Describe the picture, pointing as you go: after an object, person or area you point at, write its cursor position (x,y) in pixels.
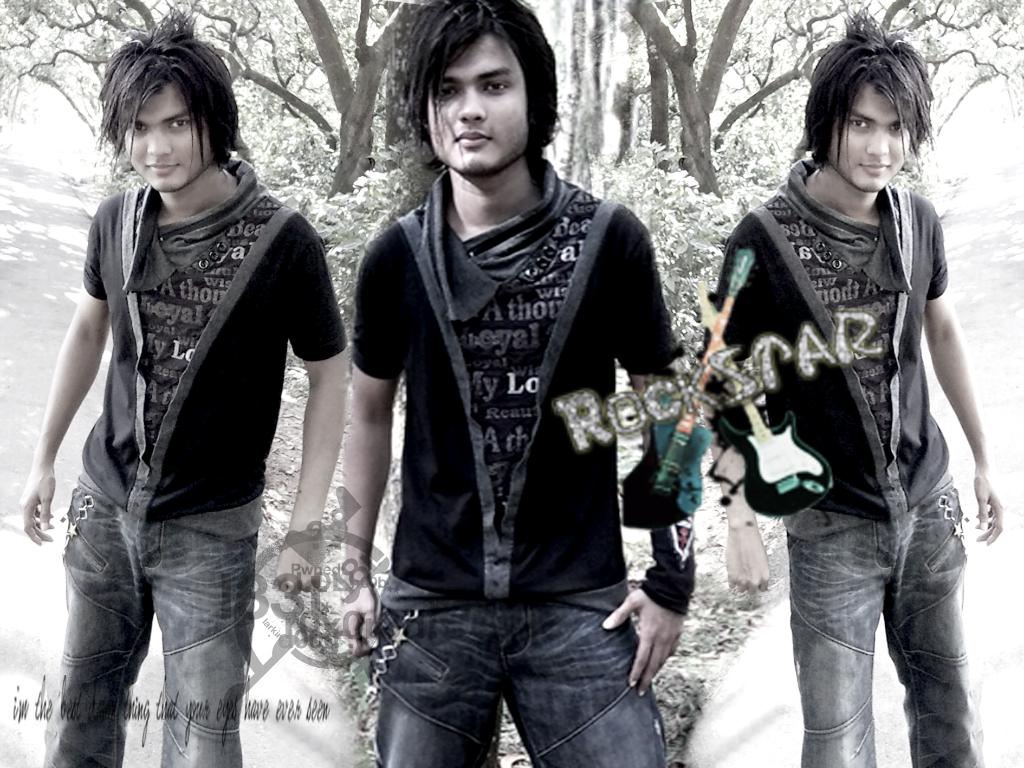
In the image we can see the collage photos, in it we can see the person (582,597) standing and wearing clothes (498,620). Here we can see trees (769,96) and the watermark (140,709).
